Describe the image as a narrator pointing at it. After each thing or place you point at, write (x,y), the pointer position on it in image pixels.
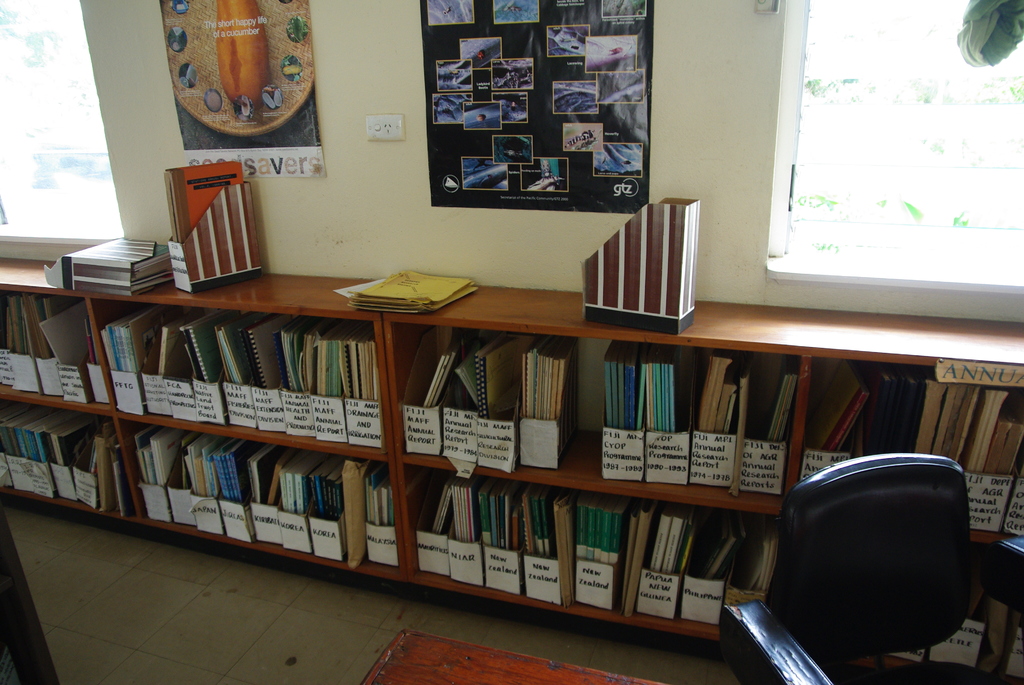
Here we can see a books (324,353) are arranged in a wooden bookshelf (764,501). We can see a chair (925,467) on the right side (891,176) and a window (996,125) as well.
